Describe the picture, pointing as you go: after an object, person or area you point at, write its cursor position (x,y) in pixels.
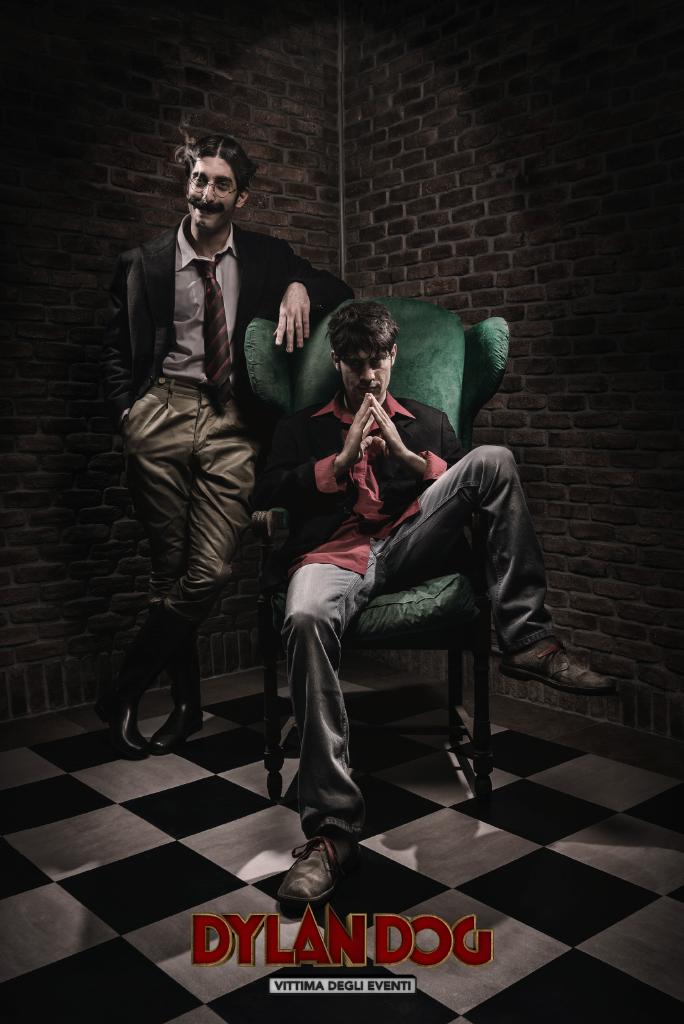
In the image we can see two men (302,456) wearing clothes (312,518) and shoes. One man (331,506) is sitting on the chair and the other one (224,451) is standing and he is wearing spectacles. This is a floor (518,835), text (414,934) and a brick wall (459,176).
